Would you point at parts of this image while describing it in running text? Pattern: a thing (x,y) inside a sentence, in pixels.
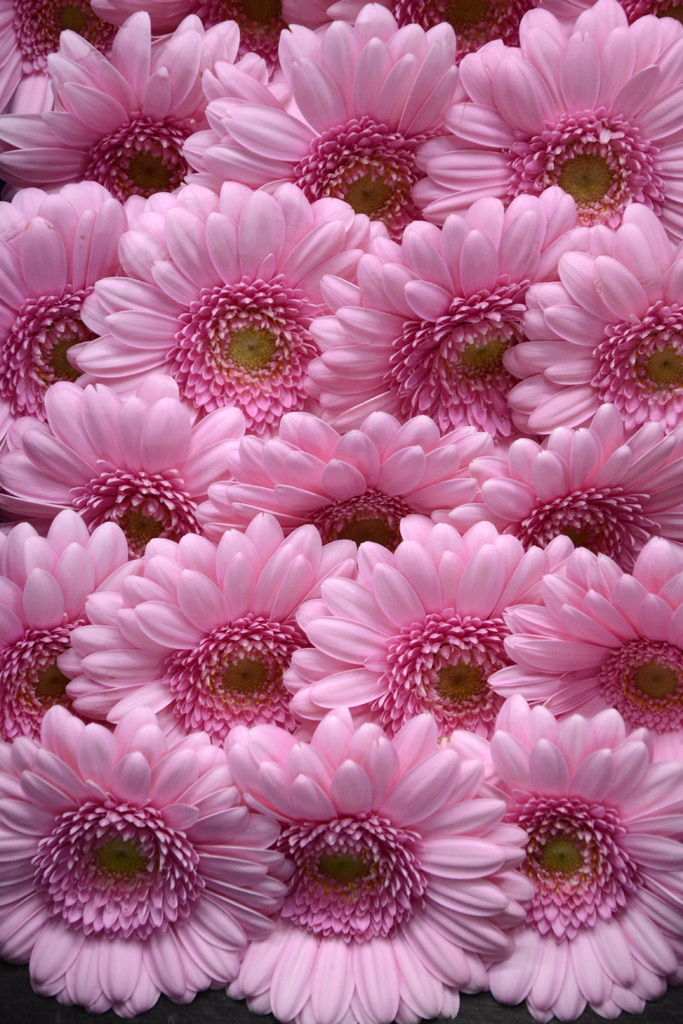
In this picture I can see there are some flowers (403,831) arranged in a straight line and there are in pink color, they have pink petals (138,900) and there are some pollen grains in the center of the flower (401,611).
